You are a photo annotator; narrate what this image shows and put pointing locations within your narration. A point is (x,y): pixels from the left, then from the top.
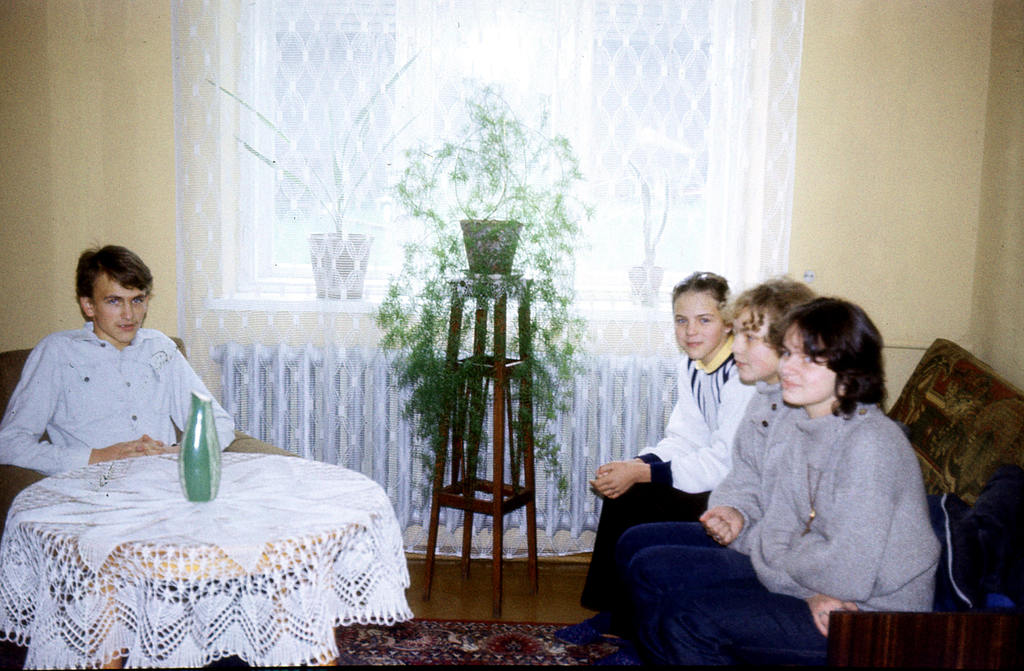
In this picture we have 3 persons (638,664) sitting in the couch (1000,631), an another person (223,416) sitting in the chair (2,368) near the table (155,584) in the back ground (450,410) we have plant (439,398), pot (470,220), table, curtain (603,343), and a carpet (381,654).
